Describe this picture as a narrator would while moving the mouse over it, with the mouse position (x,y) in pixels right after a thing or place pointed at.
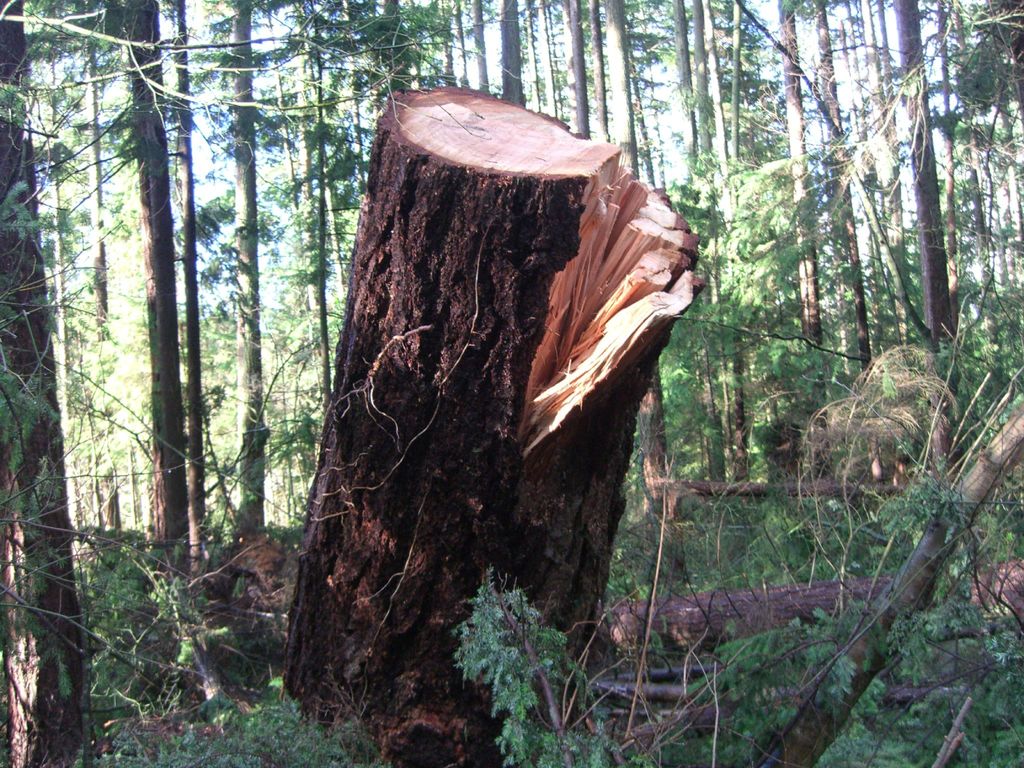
We can see tree trunk (467,210) and plants (760,571). Background (1022,60) we can see trees (5,161).
